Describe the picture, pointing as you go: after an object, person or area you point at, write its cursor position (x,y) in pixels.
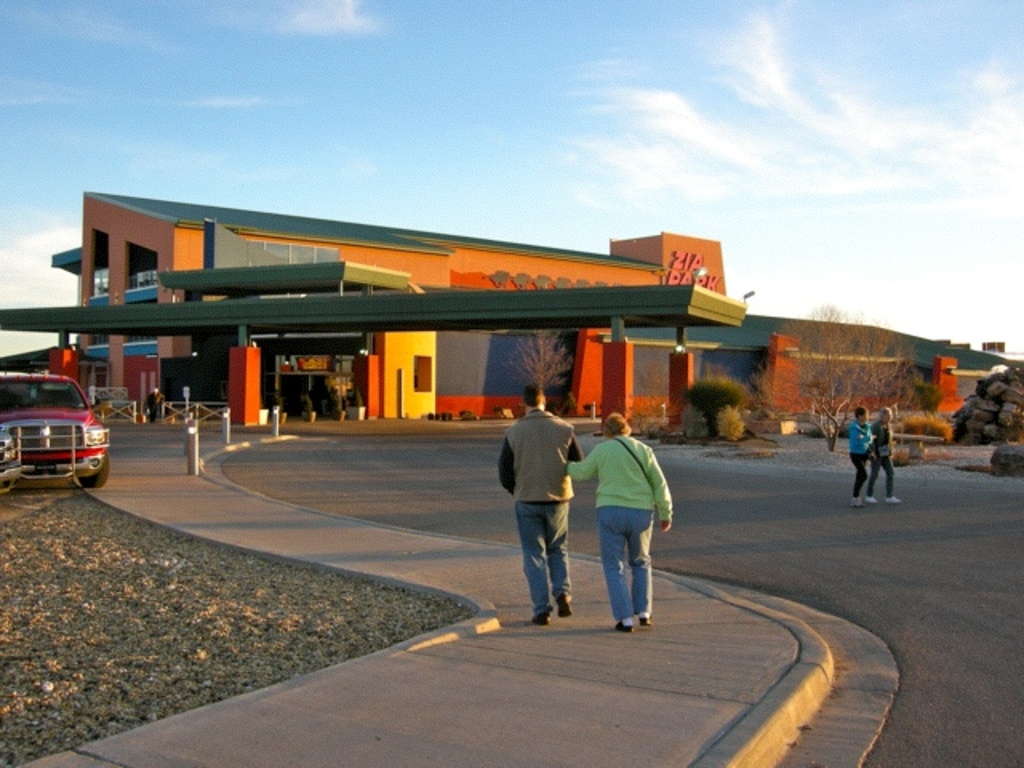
In this image I see a building (457,295) over here and I see something is written and I see few people (548,450) on the path (748,475) and I see a car (54,402) which is of red in color and I see few trees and in the background (583,239) I see the sky (765,112).
